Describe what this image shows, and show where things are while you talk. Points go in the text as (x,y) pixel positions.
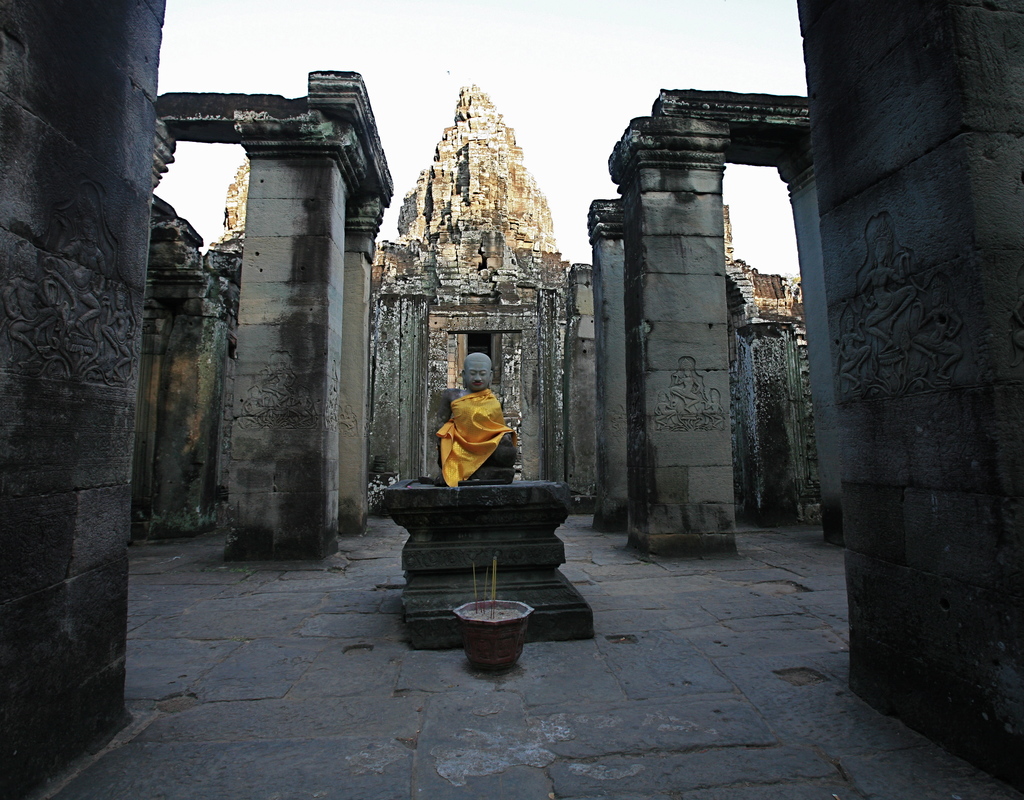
In this picture we can see a yellow cloth (490,432) on the statue of a person (495,464). There are some carvings (85,229) on the pillars (583,370). We can see the architecture (460,234), an object (505,640) on the ground (324,601) and the sky (521,57).
